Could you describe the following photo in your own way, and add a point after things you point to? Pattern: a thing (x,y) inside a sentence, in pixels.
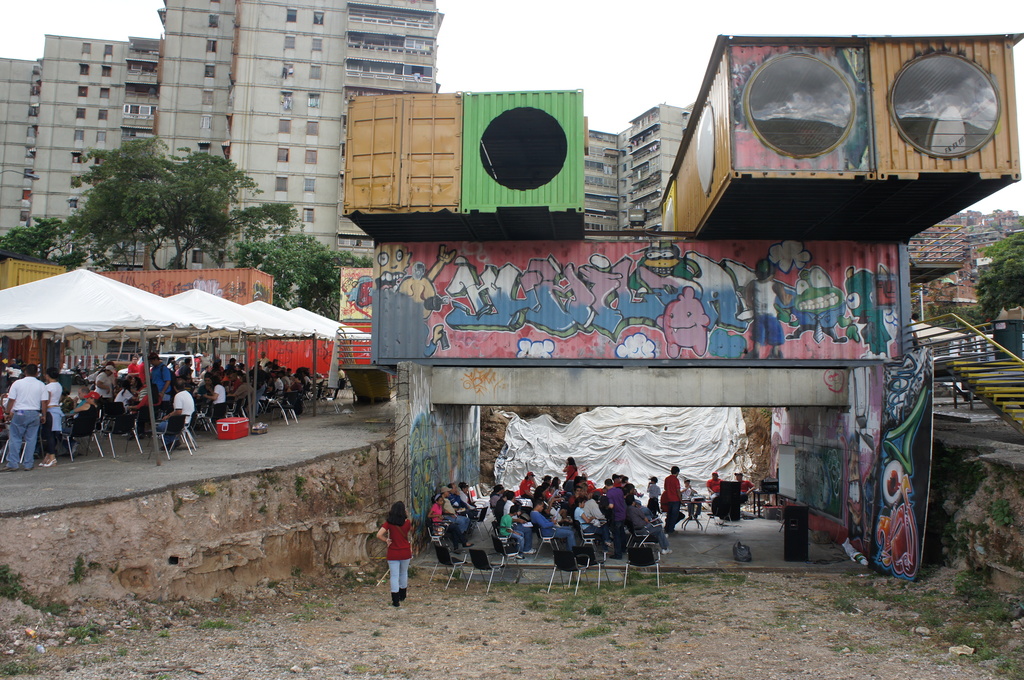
In this image we can see some persons (199,394) sitting on the chairs (561,549) and some are standing on the ground (250,551), parasols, paintings (634,301) on the containers (570,325), staircase (1011,374), railings (991,346), buildings (302,140), trees (181,187) and sky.
